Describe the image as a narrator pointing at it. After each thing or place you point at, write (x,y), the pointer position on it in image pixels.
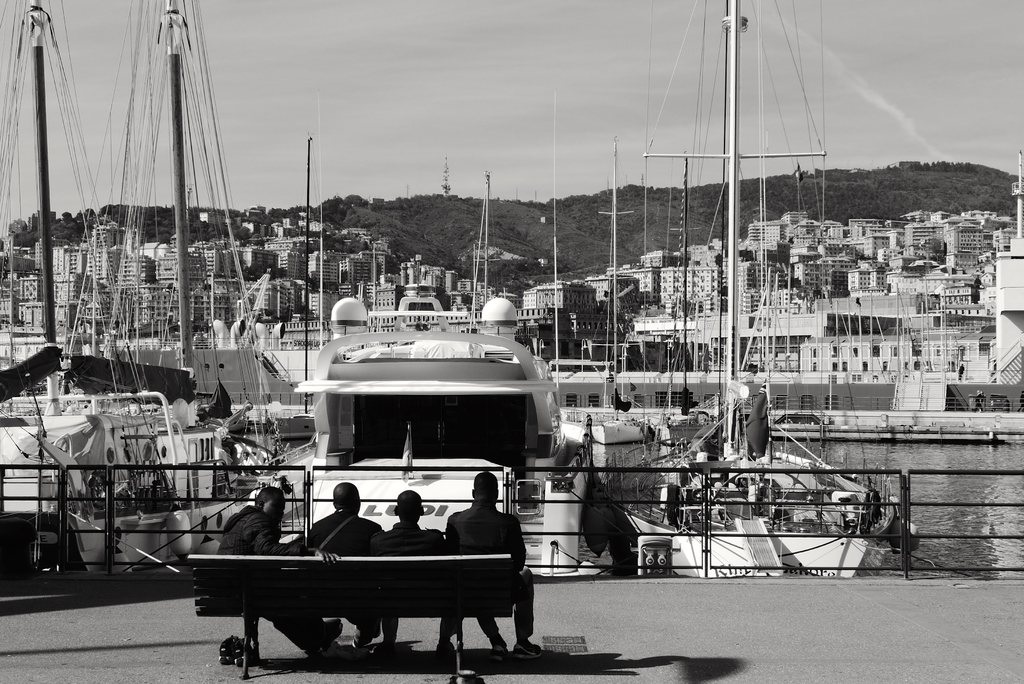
In the picture I can see people (260,543) are sitting on the bench (341,617). In the background (617,539) I can see boats (603,514) on the water (584,555), fence (637,537), trees (490,246), the sky (445,127) and buildings (676,302). This picture is black and white in color.
